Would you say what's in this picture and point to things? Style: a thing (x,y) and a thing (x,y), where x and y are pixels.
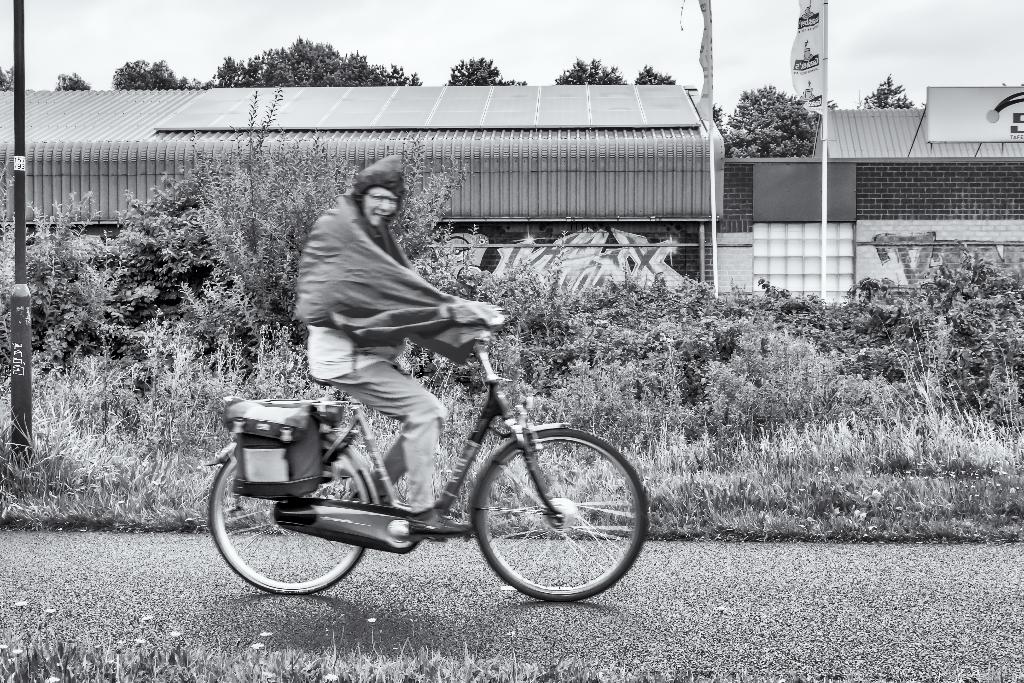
Here a man (424,465) is riding bicycle (486,421). Behind him there are plants (464,436), tree (309,63), building (632,163) and hoardings (938,133) and sky (1011,67).
